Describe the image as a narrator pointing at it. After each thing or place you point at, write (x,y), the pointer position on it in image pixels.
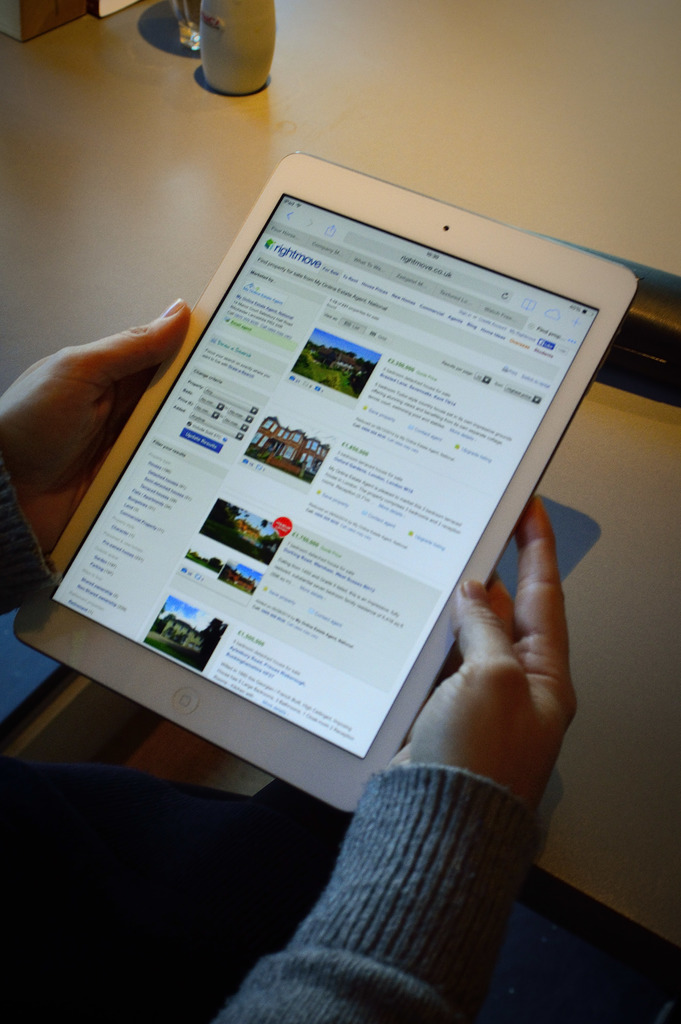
This picture is clicked inside the room (294,107). In this picture, we see the hands (54,431) of the person (31,494) holding a tablet (478,507). In front of the person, we see a table (345,70). Beside that, we see a cylinder shaped thing (229,70) in grey color.
